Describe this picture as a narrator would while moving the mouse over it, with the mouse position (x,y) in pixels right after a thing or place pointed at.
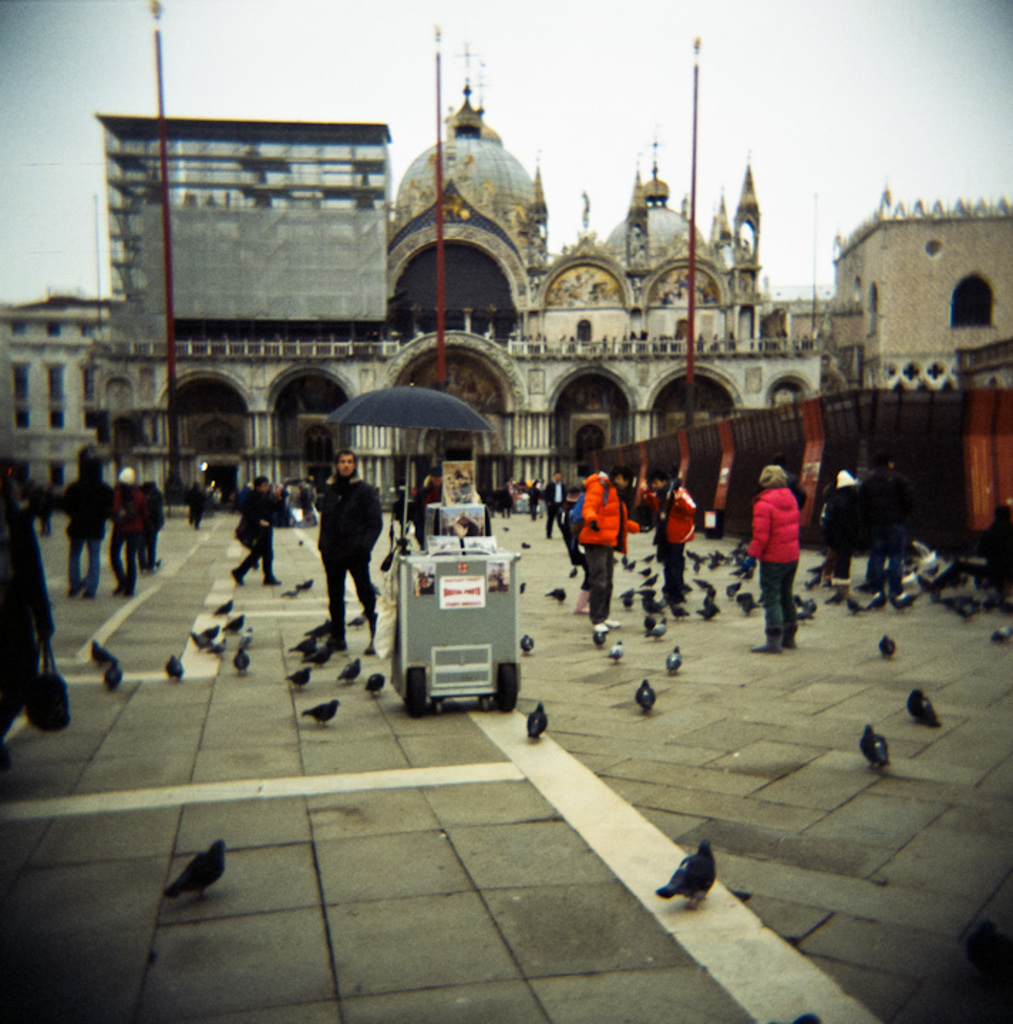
In this image I can see some birds (537,729). I can see some people (301,509). In the background (475,393), I can see the building (604,306).
